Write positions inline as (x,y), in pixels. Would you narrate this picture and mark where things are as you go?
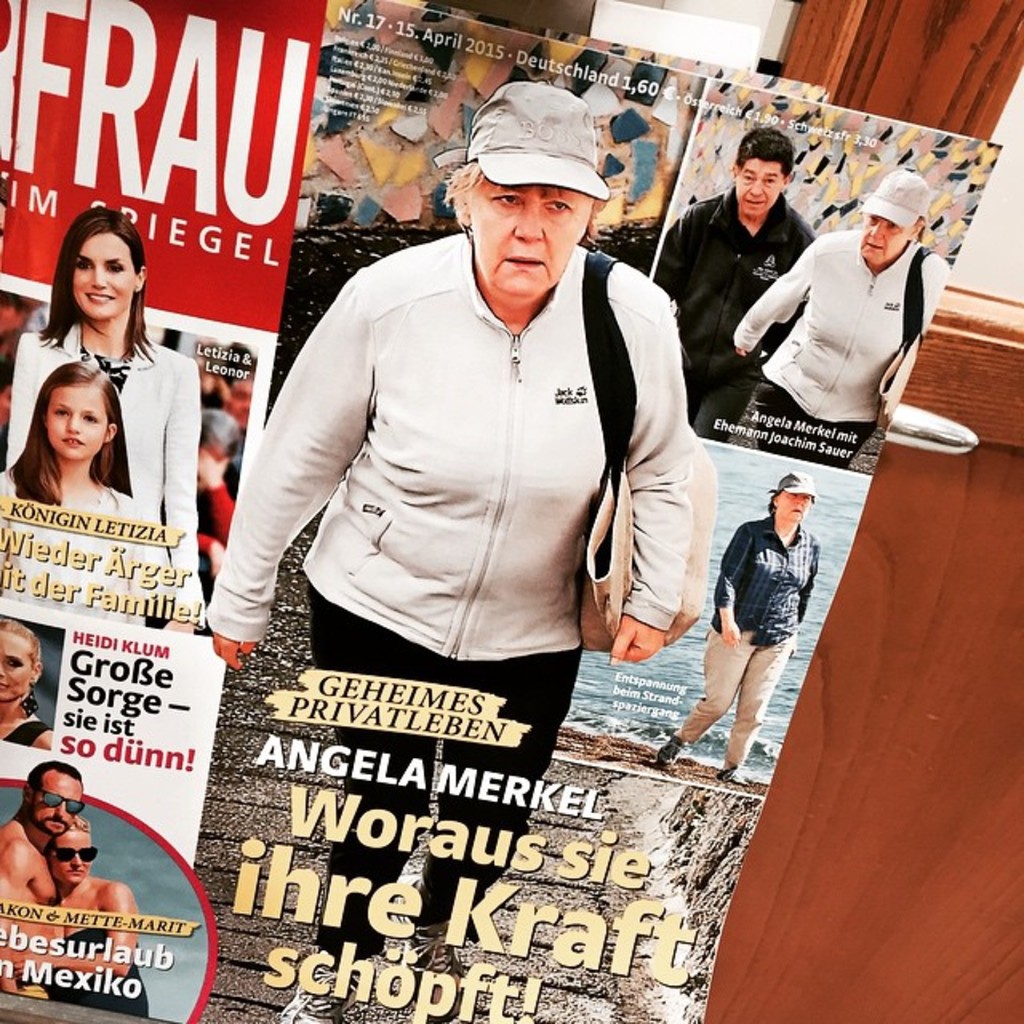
There is a magazine cover page (467,544) in the image, the page (416,634) covers few persons (492,503) and a text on it. There is a wooden door (862,615) at the right side of the image (844,729).
